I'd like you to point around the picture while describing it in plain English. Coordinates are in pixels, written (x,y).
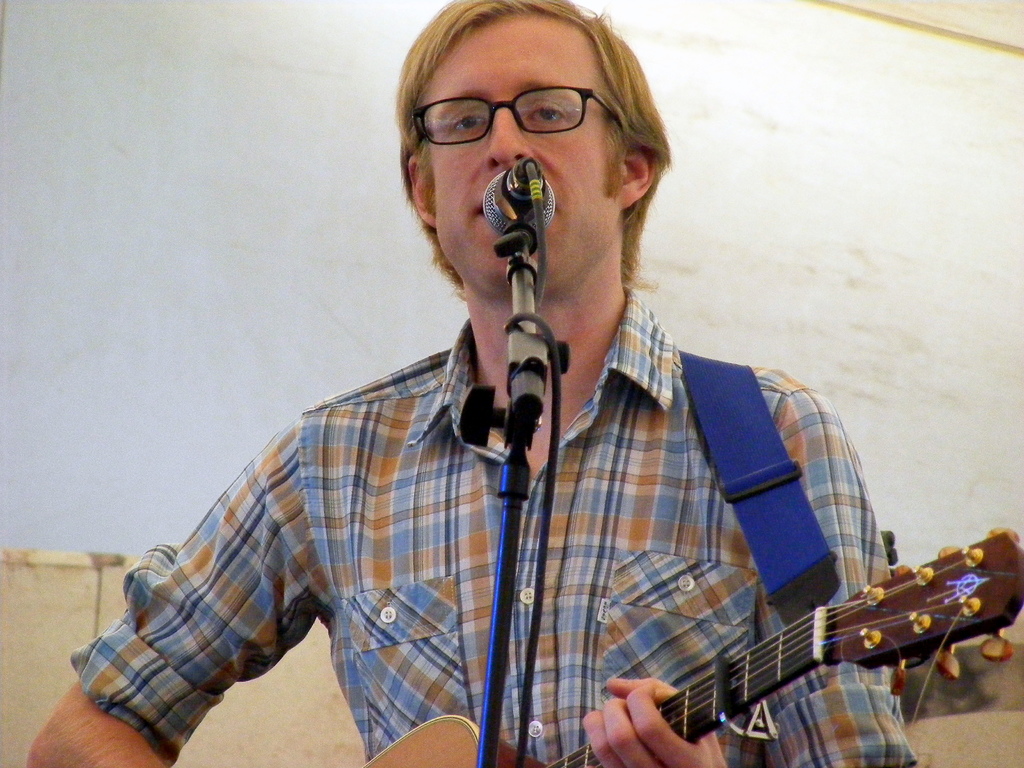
In this image i can see a man (552,260) wearing glasses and shirt (647,575) holding a guitar (420,756). I can see a microphone (497,196) in front of him. In the background (251,168) i can see a wall (278,254).
